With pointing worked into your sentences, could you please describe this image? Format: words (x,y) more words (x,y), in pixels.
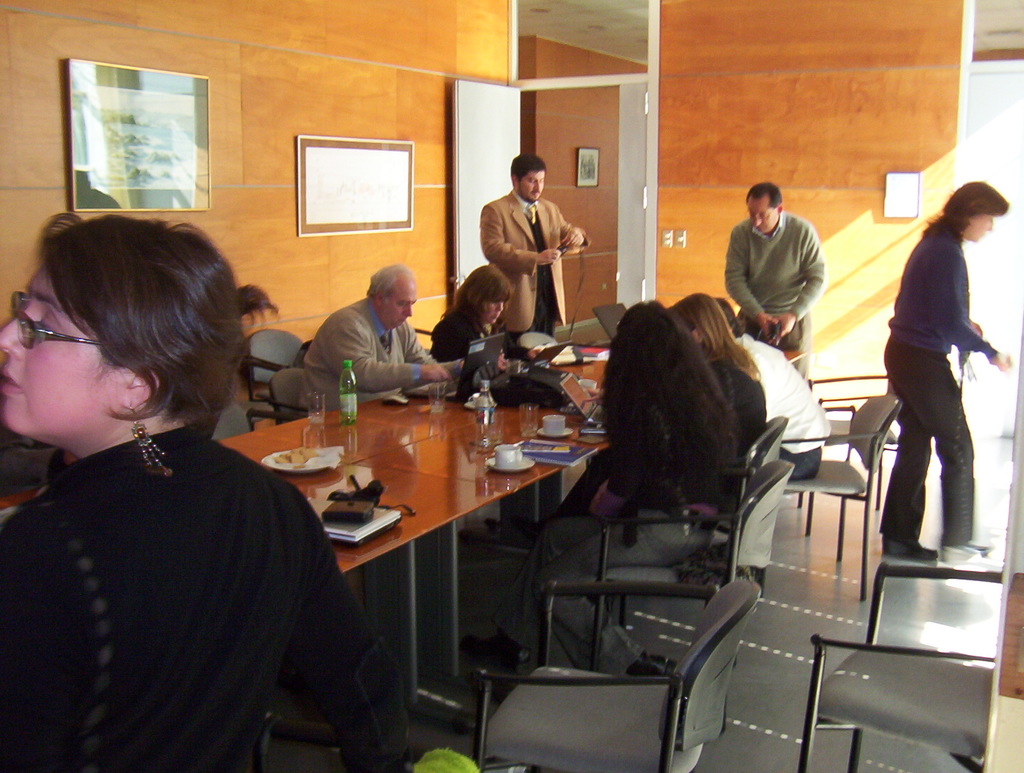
In the image we can see there are people (338,314) who are sitting on chair (237,410) and few people (942,300) are standing and on the table (502,441) there are laptops (481,375).
